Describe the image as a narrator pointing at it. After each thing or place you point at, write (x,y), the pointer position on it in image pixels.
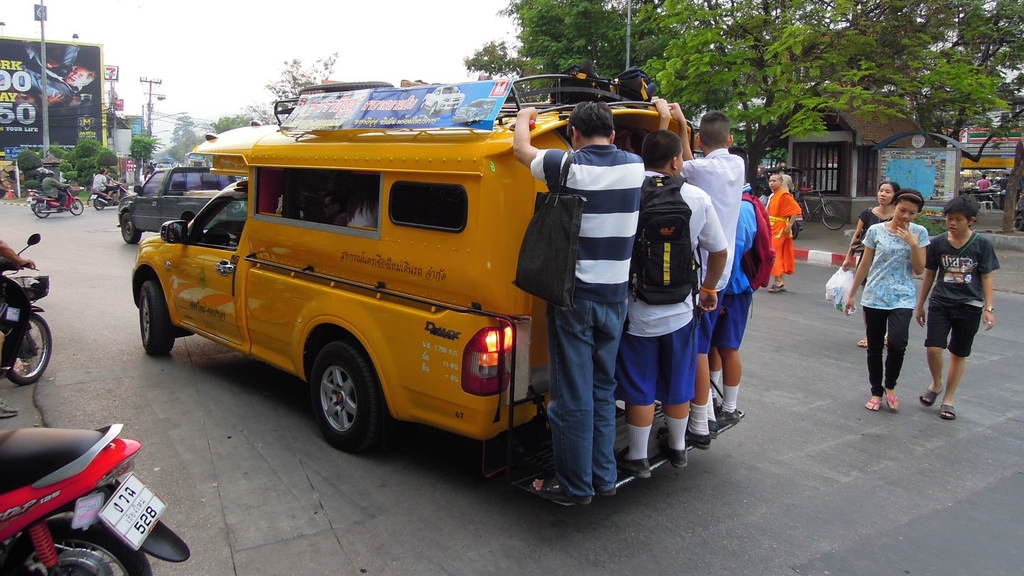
The image shows that four people (533,485) are standing on the support (621,476) of this vehicle (425,342) which is on the road (275,463). Here we can see three persons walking on the road (874,438) and they are on the right side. Here we can see two vehicles (136,201) on the top left side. This is a hoarding (6,82) which is at the top left (89,73). Here we can see two motor vehicles (8,284) on the left side (67,476). Here we can see trees (776,35).
